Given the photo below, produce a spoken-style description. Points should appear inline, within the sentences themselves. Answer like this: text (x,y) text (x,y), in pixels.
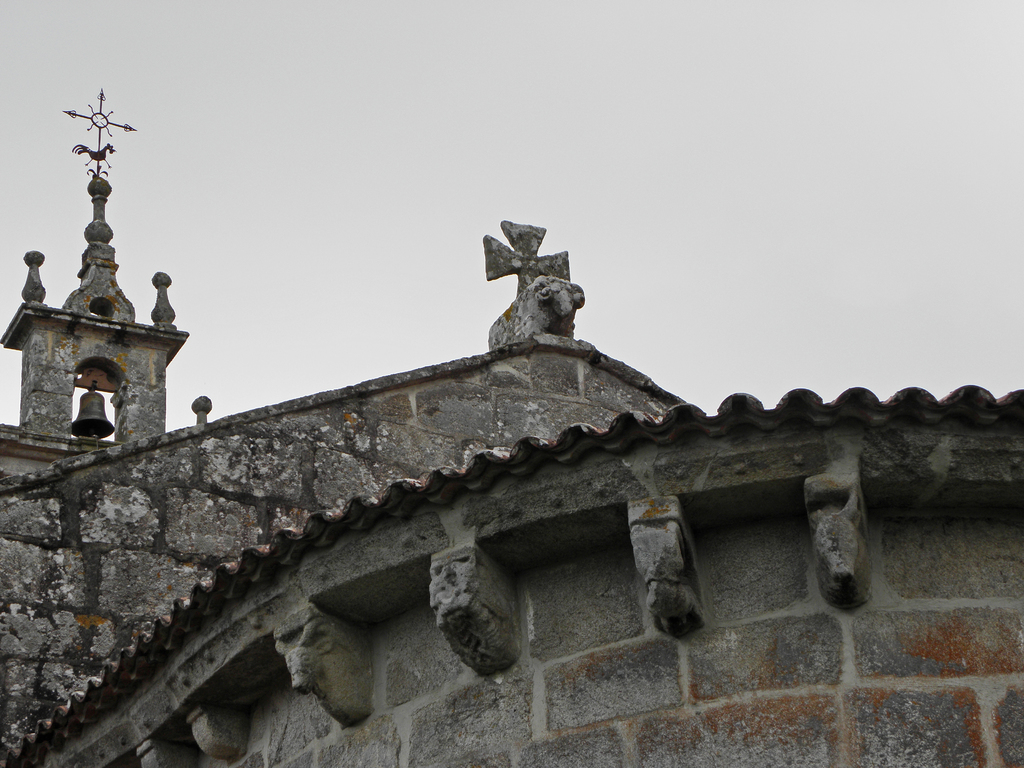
In this image, I can see sky (933,8), old building (761,519), after that i can see a bell (93,399) which is hanging next i can see a iron metal rooster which is designed and kept on the top of the building (134,340).
